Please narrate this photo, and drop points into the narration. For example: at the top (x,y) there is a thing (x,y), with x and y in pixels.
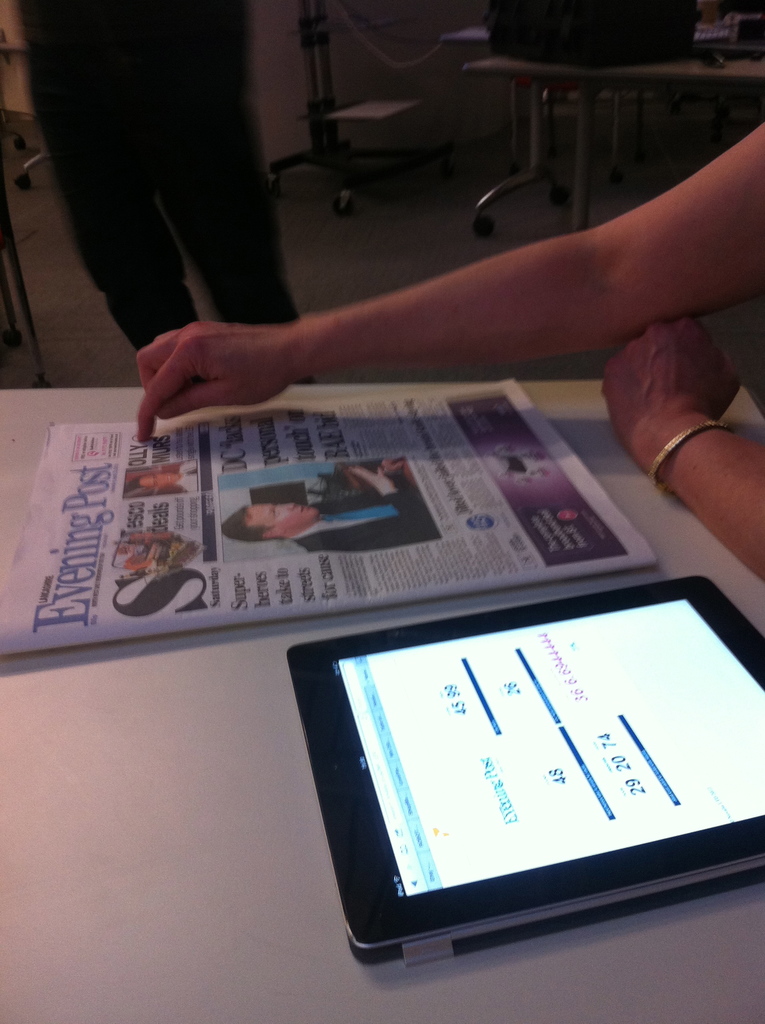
This picture contains a newspaper (312,461) and a tablet (441,809) are placed on a white table (279,952). We see the hand (257,364) of a human (273,393) pointing towards the newspaper (252,490). Beside him, we see chairs (9,225) and a table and we even see the man (159,280) in black pant (90,230) is standing. This picture is clicked inside the room (456,374).
